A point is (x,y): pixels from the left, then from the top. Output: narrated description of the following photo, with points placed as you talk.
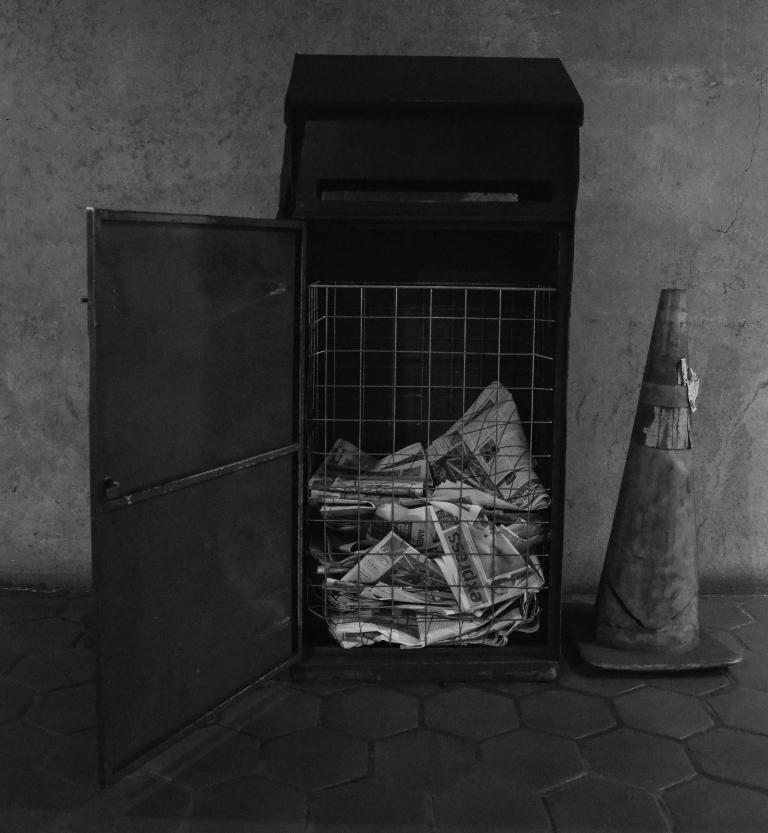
In this image I can see a box (434,345) and in it I can see number of newspapers (387,494). I can also see a cage (497,331), a traffic cone (634,527) and on these papers (451,476) I can see something is written. I can also see this image is black and white in colour.
